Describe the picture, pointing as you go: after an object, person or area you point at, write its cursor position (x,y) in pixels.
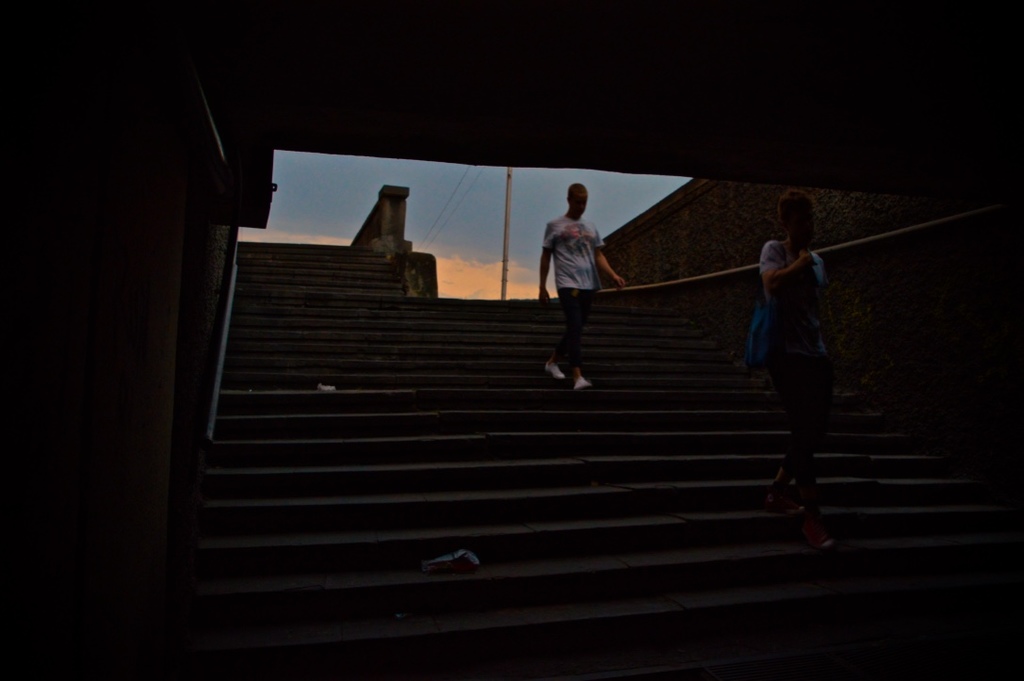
In this image we can see two persons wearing T-shirts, one carrying a bag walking on the stairs (510,655) and at the background of the image (501,232) there is pole (505,281) and sky (465,239).
